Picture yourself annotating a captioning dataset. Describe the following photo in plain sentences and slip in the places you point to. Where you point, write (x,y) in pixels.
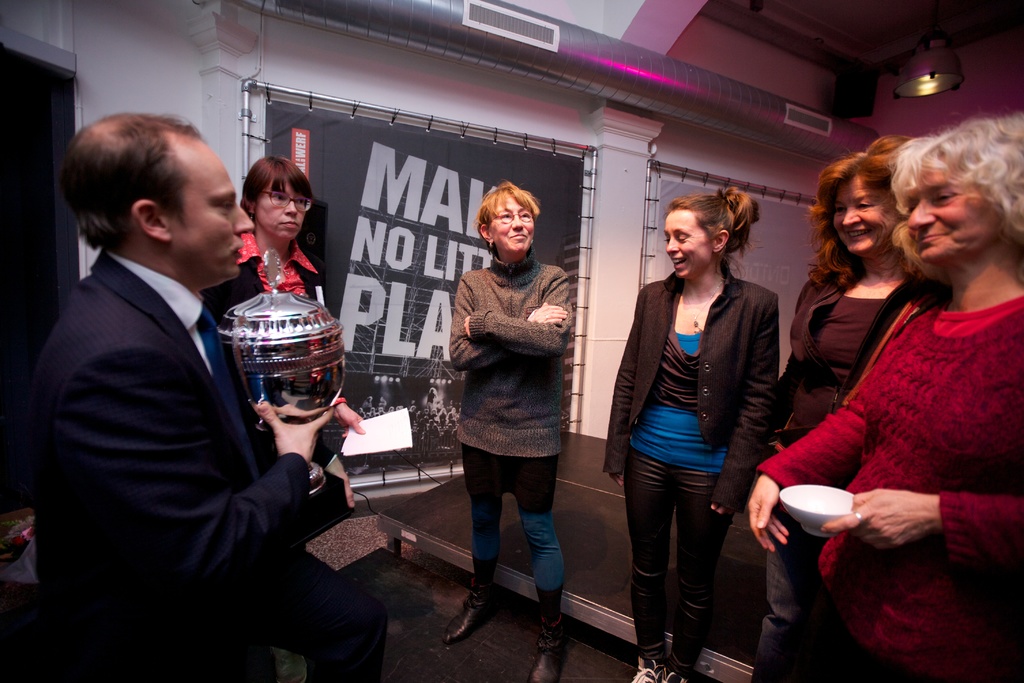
In this image, we can see a group of people (681,396). Few (893,430) are holding some object (339,517). Here we can see few people (702,291) are smiling. Background (406,220) we can see banners (391,217), rods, wall (125,0), pipe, light (925,83) and few things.
